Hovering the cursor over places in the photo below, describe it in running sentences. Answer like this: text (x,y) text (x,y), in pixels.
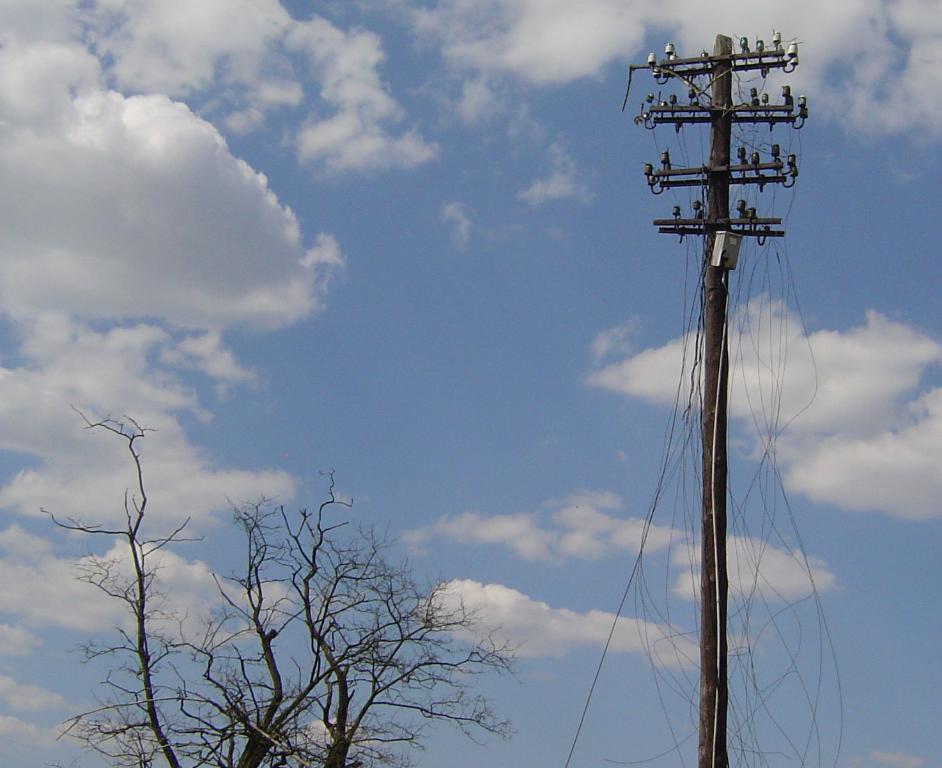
This image consists of a tree (281,686). Beside that there is a pole (715,350) to which many wires (735,526) are fixed. At the top (306,221), there are clouds (339,254) in the sky (164,334).
